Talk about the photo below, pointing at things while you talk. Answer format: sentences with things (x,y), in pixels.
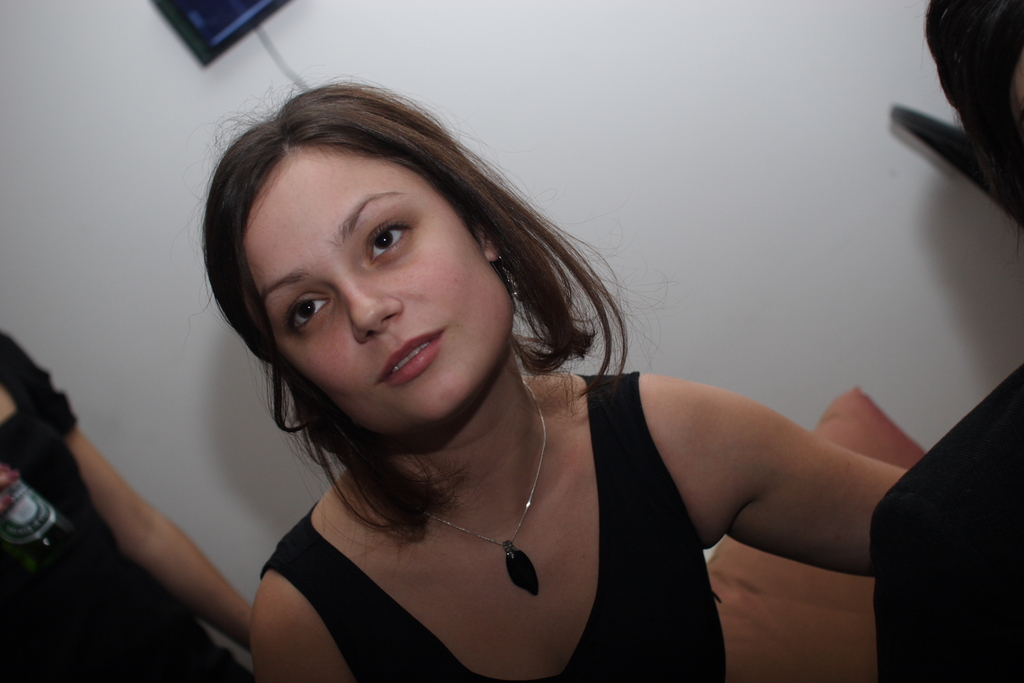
In this image I can see a woman (504,538) wearing black locket (525,567) and black colored dress (671,565). To the left bottom of the image (133,559) I can see a person (76,553) holding a bottle (27,517) and in the background (116,335) I can see the white colored wall (119,186).
